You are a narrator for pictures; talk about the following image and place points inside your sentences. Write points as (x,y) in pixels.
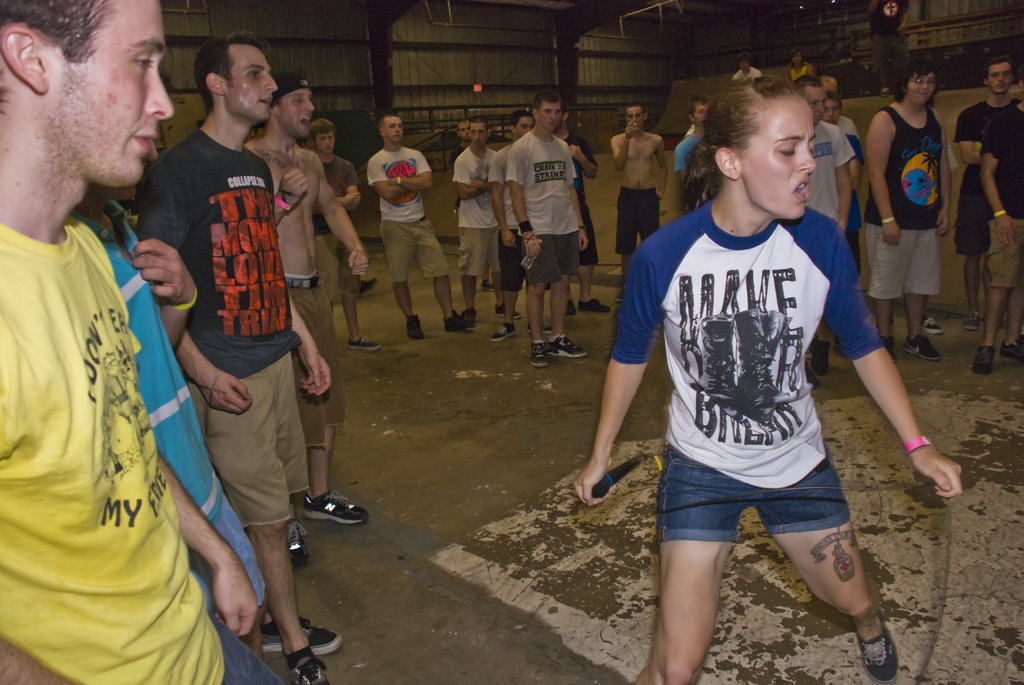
In this image I can see number of persons (823,360) are standing on the ground (624,449) and I can see a woman (664,277) is holding a microphone (645,455) in her hand (590,489). In the background (505,64) I can see a shed (474,75), few metal pillars (561,24) and few persons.
